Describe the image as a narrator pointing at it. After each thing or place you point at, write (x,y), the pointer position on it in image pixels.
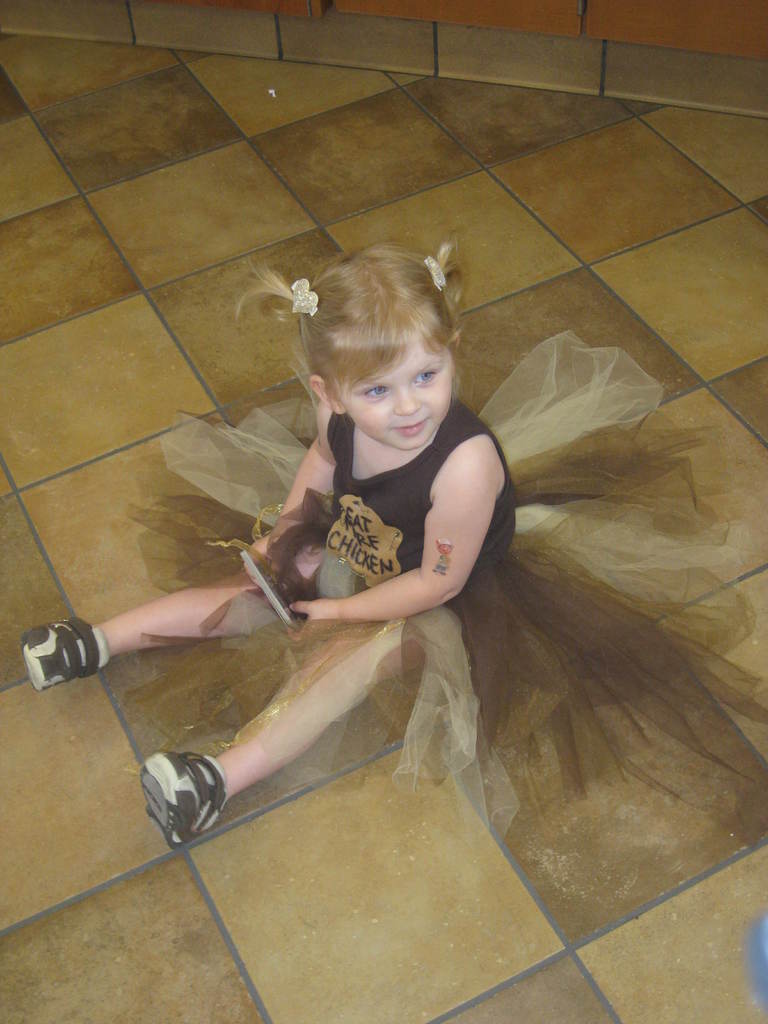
In the image there is a girl (478,518) sitting on the floor (516,174), she is holding some object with her hands (262,546).
